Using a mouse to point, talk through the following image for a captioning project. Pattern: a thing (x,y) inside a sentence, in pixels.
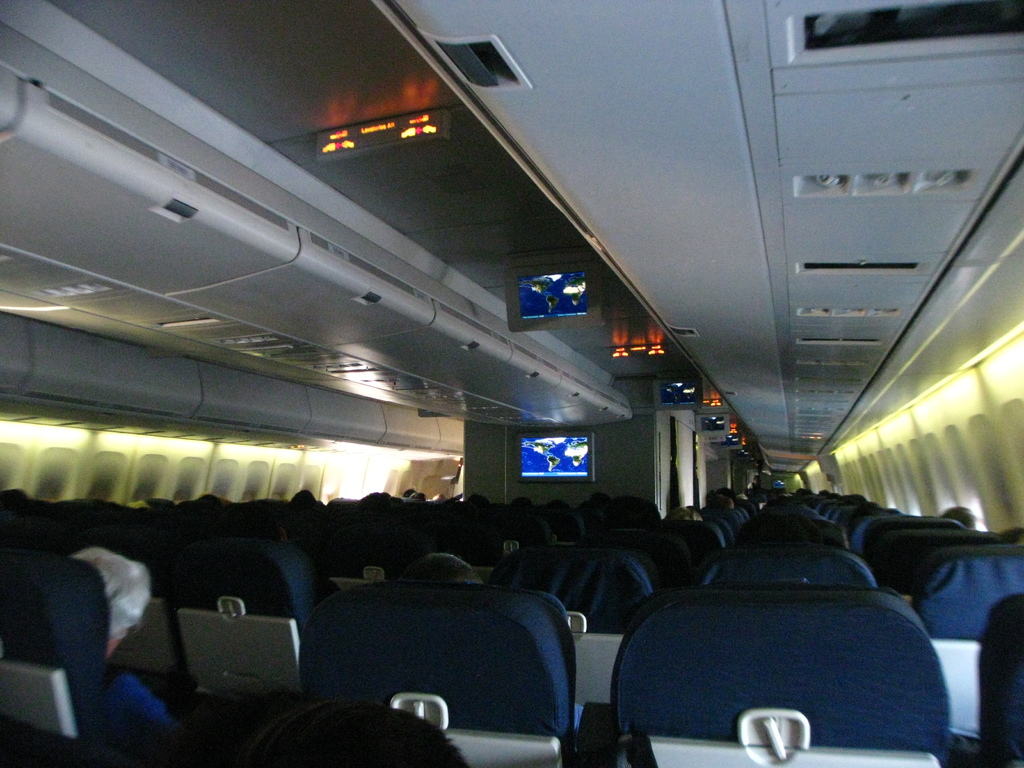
In this image there are many chairs (365,546). People (113,552) are sitting on the chairs (602,534). On the top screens (684,403) are mounted. Here there is a screen (577,461).
